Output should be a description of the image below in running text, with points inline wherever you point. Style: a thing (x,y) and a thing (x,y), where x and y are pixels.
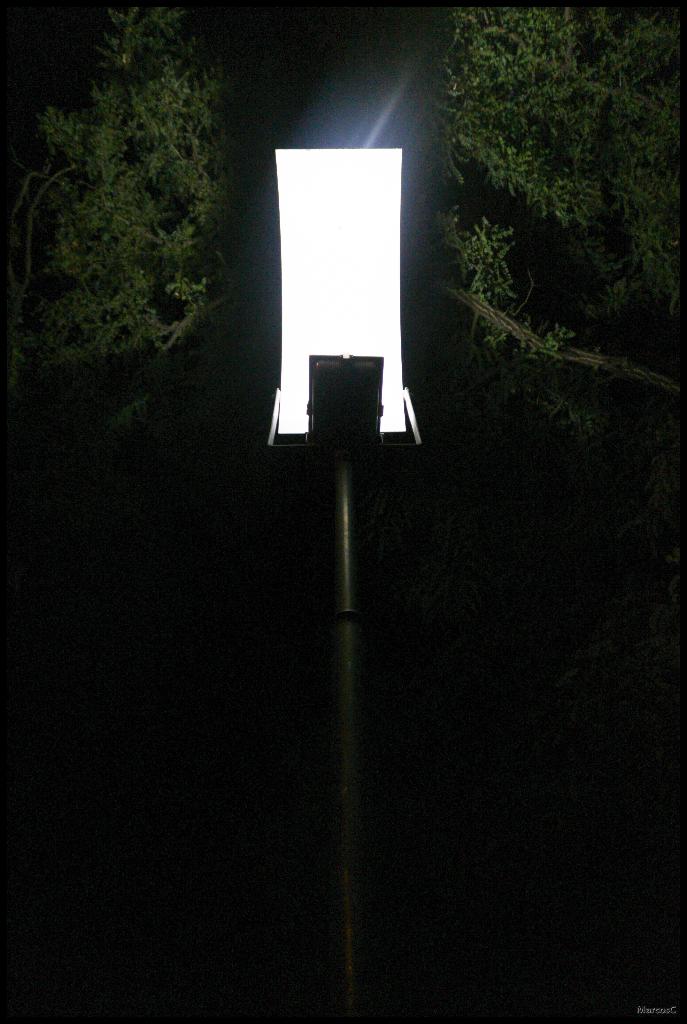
This is an image clicked in the dark. Here I can see a light pole (352,385). At the top (103,198) few leaves (119,191) are visible in the dark.
